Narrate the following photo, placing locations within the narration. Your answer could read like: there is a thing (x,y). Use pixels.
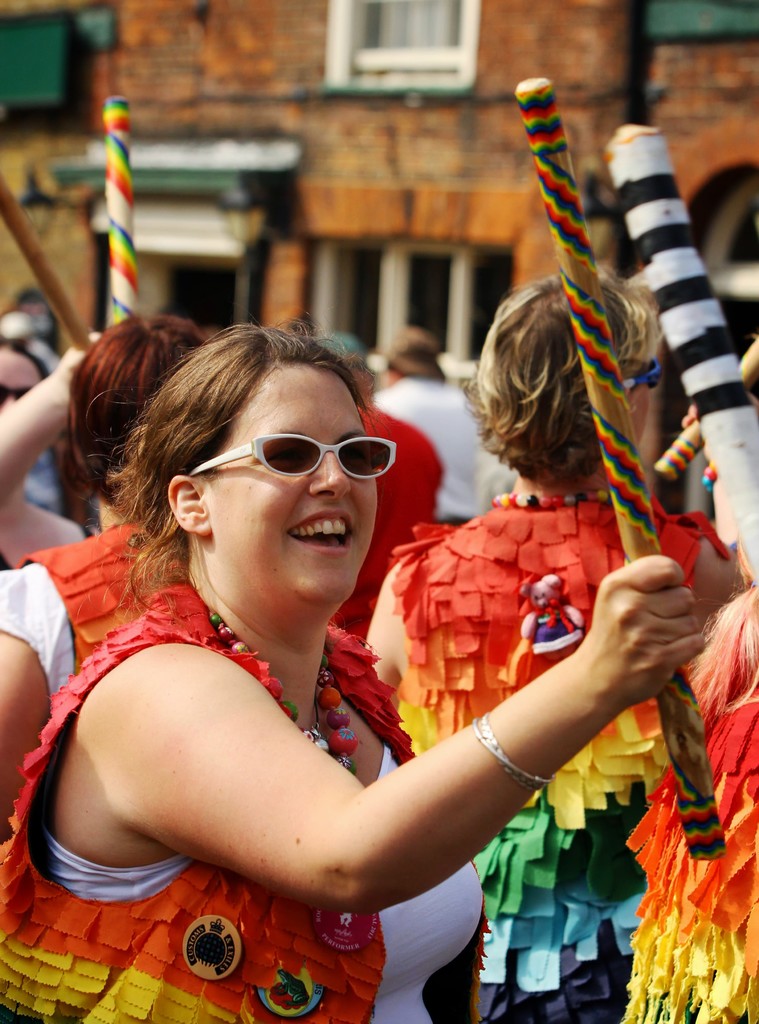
In the middle of the image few people (32,403) are standing and holding some sticks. Behind them there is a building (226,290).
